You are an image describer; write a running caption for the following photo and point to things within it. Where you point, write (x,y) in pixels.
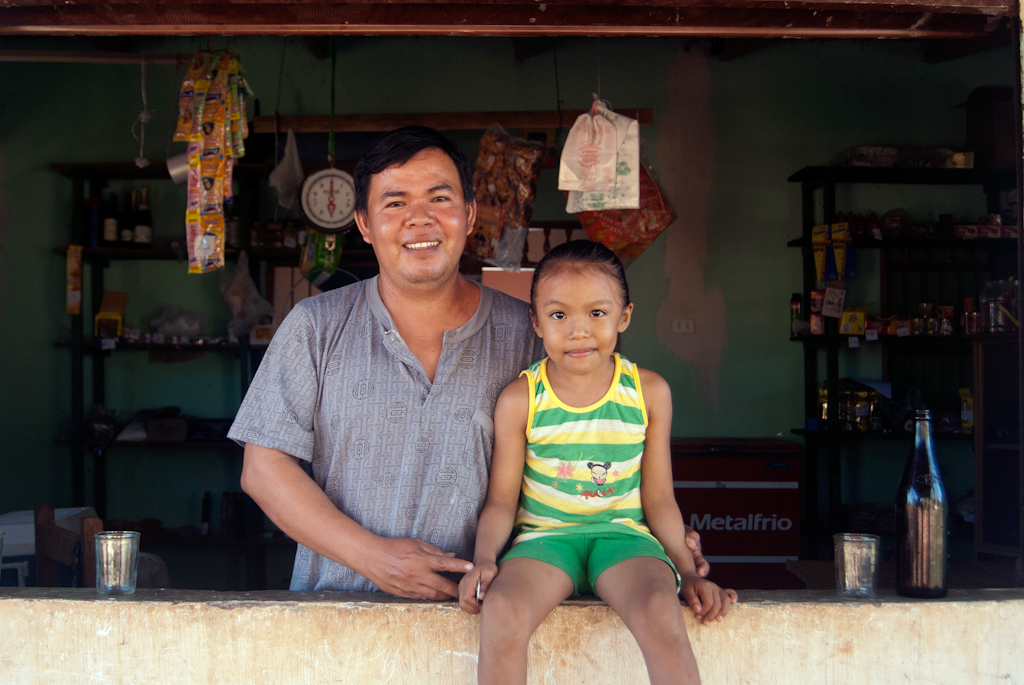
In the foreground of the picture (479,478) there a man (407,446) and the girl (540,559) is sitting on a wall (810,645). On the right (910,546) there is a bottle (918,561) and glass (861,565). On the left (117,578) there is a glass (128,560). In the background (686,167) it is a store (972,382). In the store (298,174) there are covers (584,165), packets (204,199), scale (306,206), shelves (925,217), chair (54,522) and many other objects (574,186). At the top (131,17), it is the ceiling (156,27).
